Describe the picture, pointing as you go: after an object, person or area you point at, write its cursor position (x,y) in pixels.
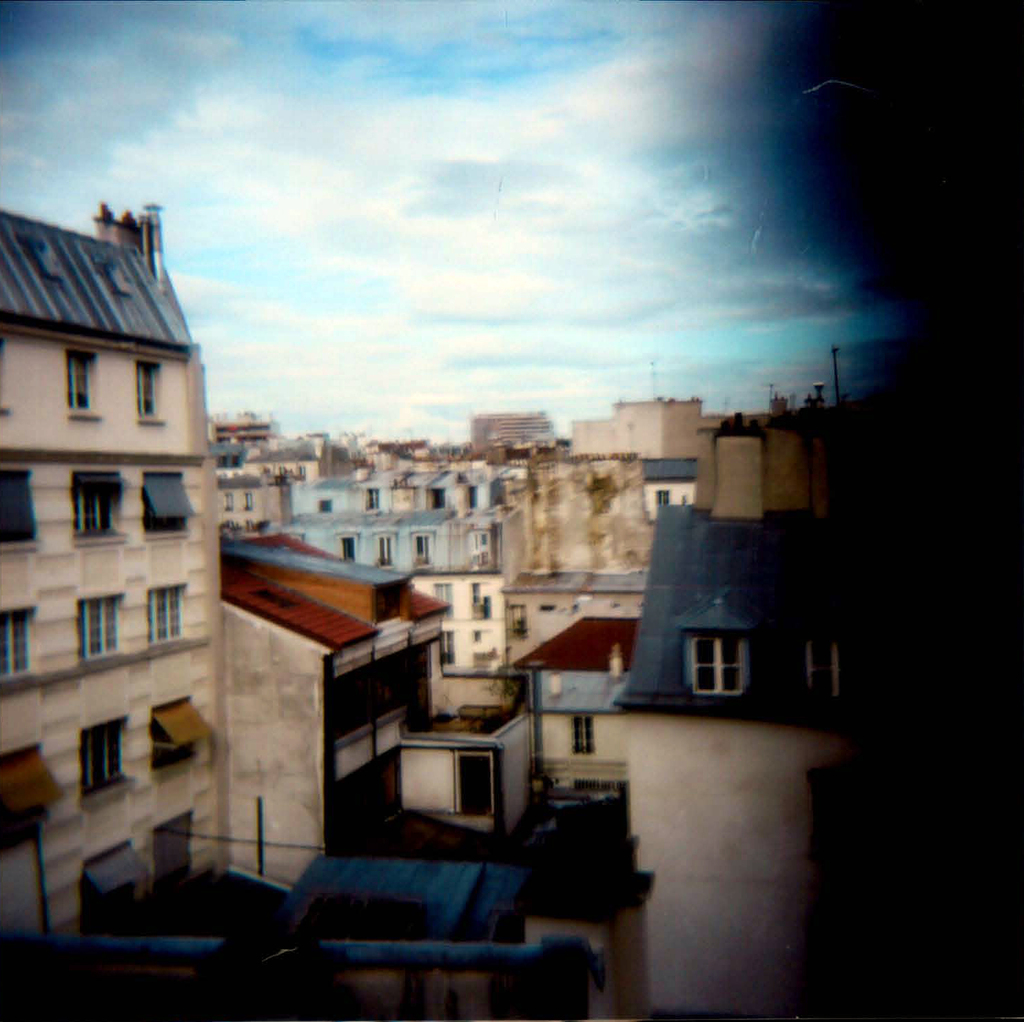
This picture is clicked inside the city. Here, we see many buildings (554,757) which are in white, blue and brown color. At the top of the picture (405,153), we see the sky (512,105), which is blue in color and in the background (453,414), it is blurred.
